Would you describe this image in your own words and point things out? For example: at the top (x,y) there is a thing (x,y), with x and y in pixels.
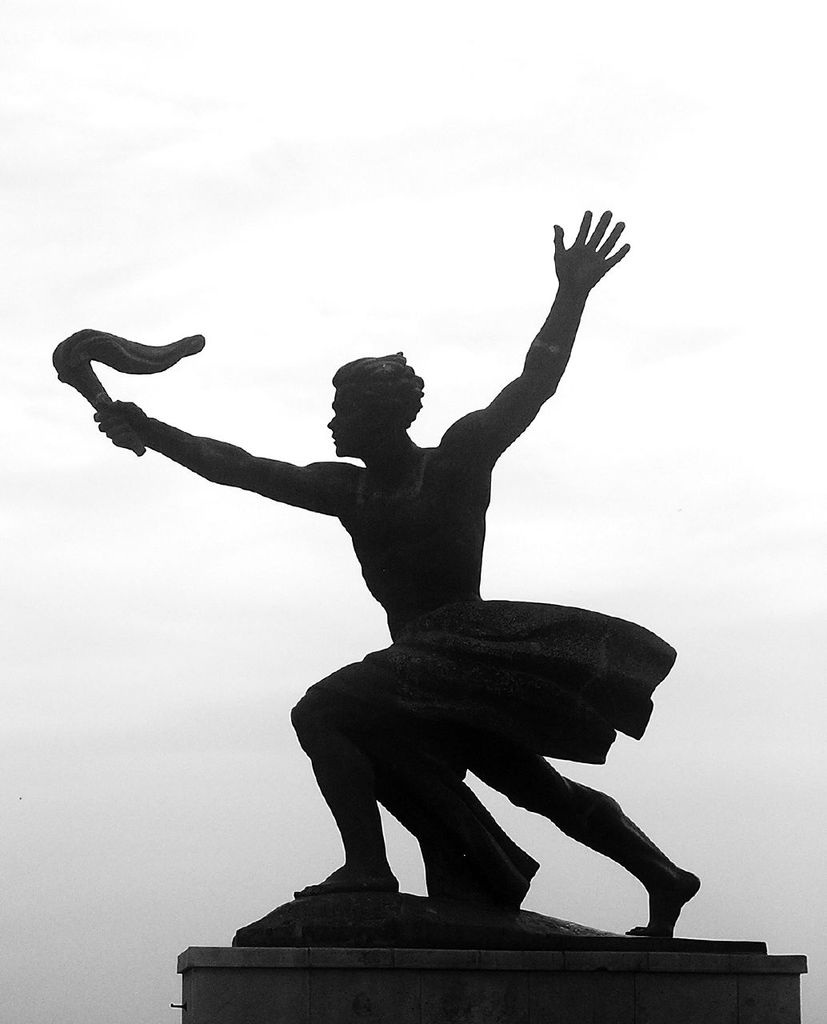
In this picture I can see a statue (380,557) and I can see cloudy sky (166,176) in the background (138,176).
